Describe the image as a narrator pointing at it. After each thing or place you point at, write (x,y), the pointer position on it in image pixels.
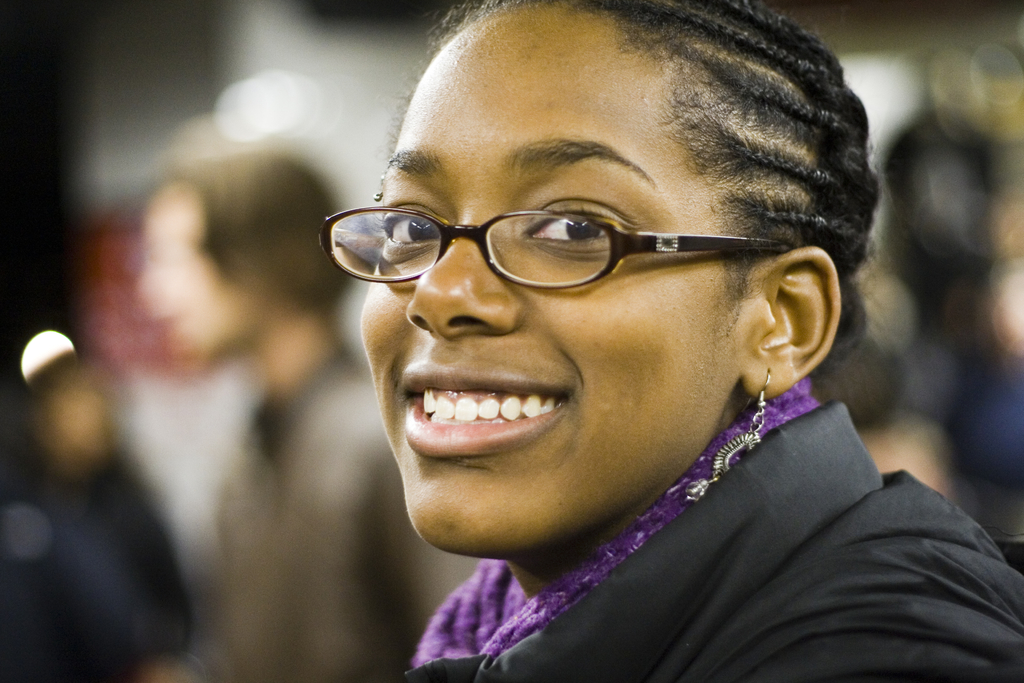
There is a woman (760,435) smiling and wore spectacle (508,220). Background (923,253) it is blur.
